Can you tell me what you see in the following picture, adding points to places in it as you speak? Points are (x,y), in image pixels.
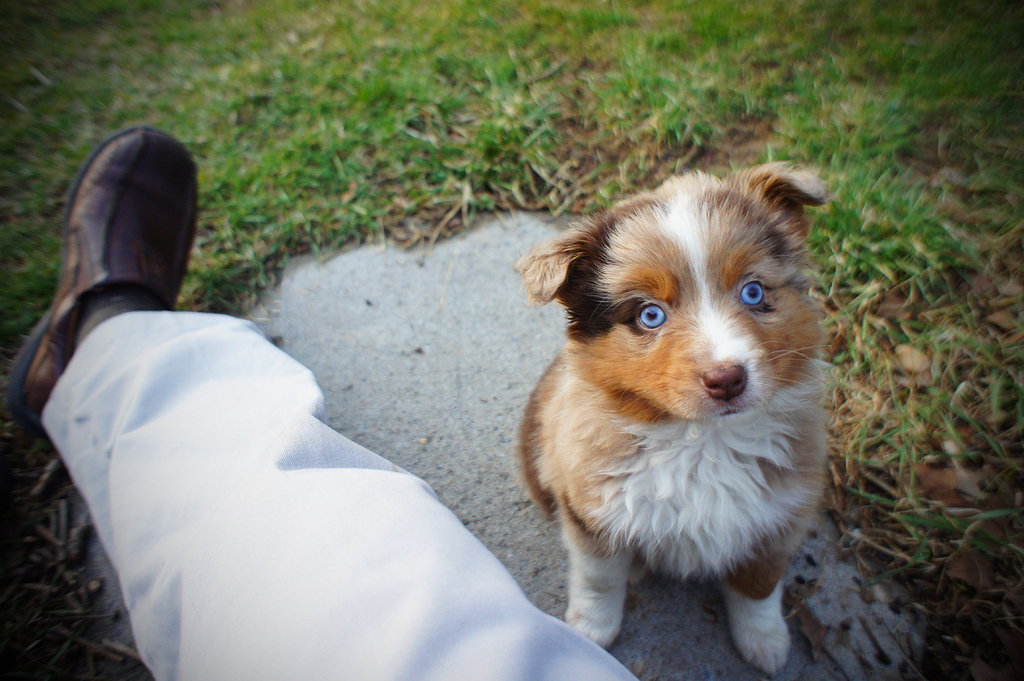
In this image we can see leg (251,520) of a person (263,510) and a dog (715,331). Here we can see grass (353,100).
